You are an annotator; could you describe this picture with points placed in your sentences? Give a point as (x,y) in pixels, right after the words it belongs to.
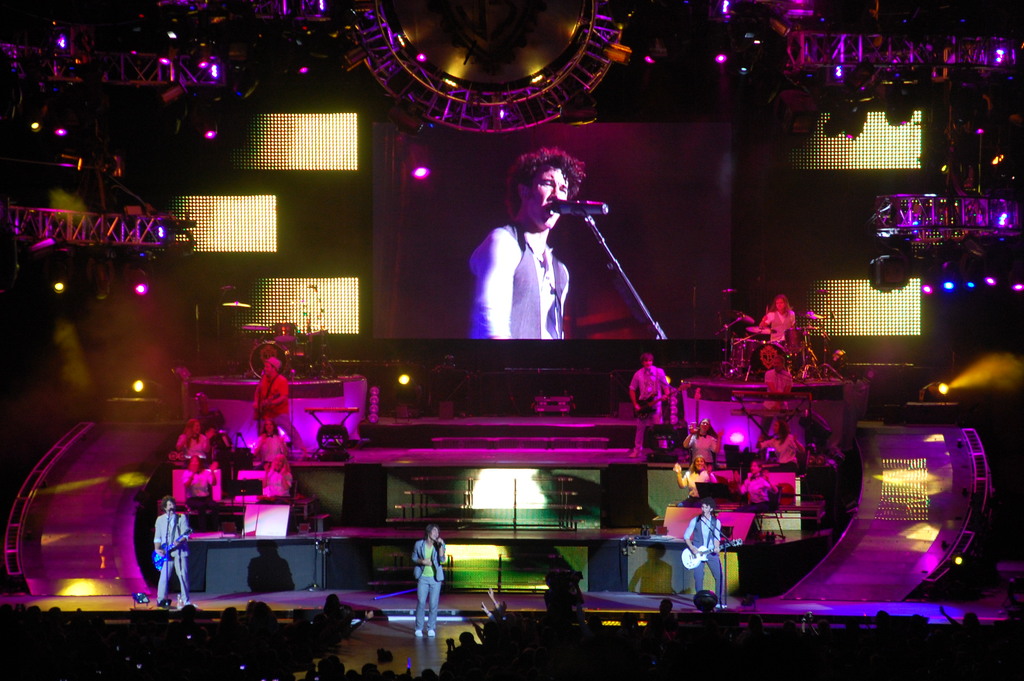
In this image I can see many people (933,659) in the front (361,663). A person (420,622) is standing in the center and holding a microphone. Other people (158,527) are playing musical instruments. There are lights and a projector display (611,268) at the back (672,231).
